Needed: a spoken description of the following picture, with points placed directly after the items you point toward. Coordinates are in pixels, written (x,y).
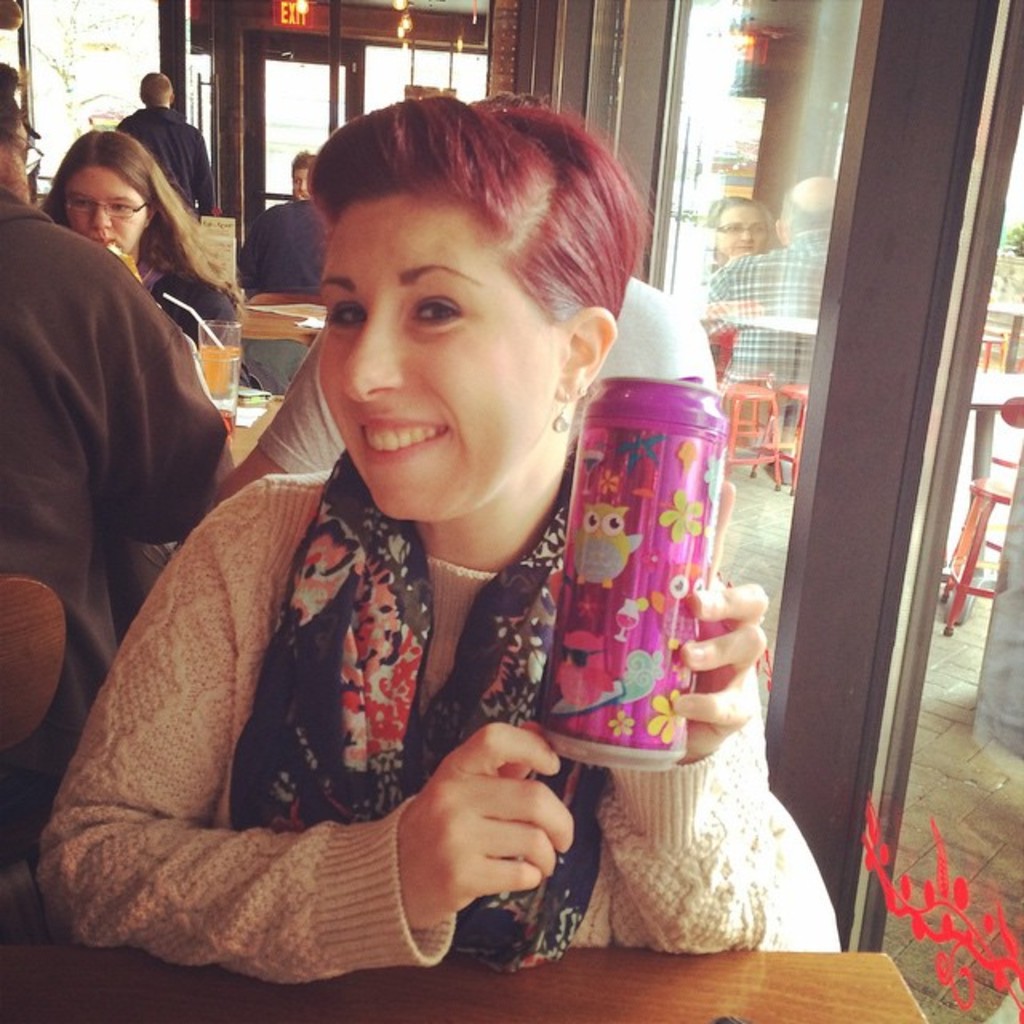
In this image i can see a woman (298,648) sitting and holding a bottle (565,608) at the back ground (196,458) i can see few other persons (151,402) sitting and a tree (61,60).
